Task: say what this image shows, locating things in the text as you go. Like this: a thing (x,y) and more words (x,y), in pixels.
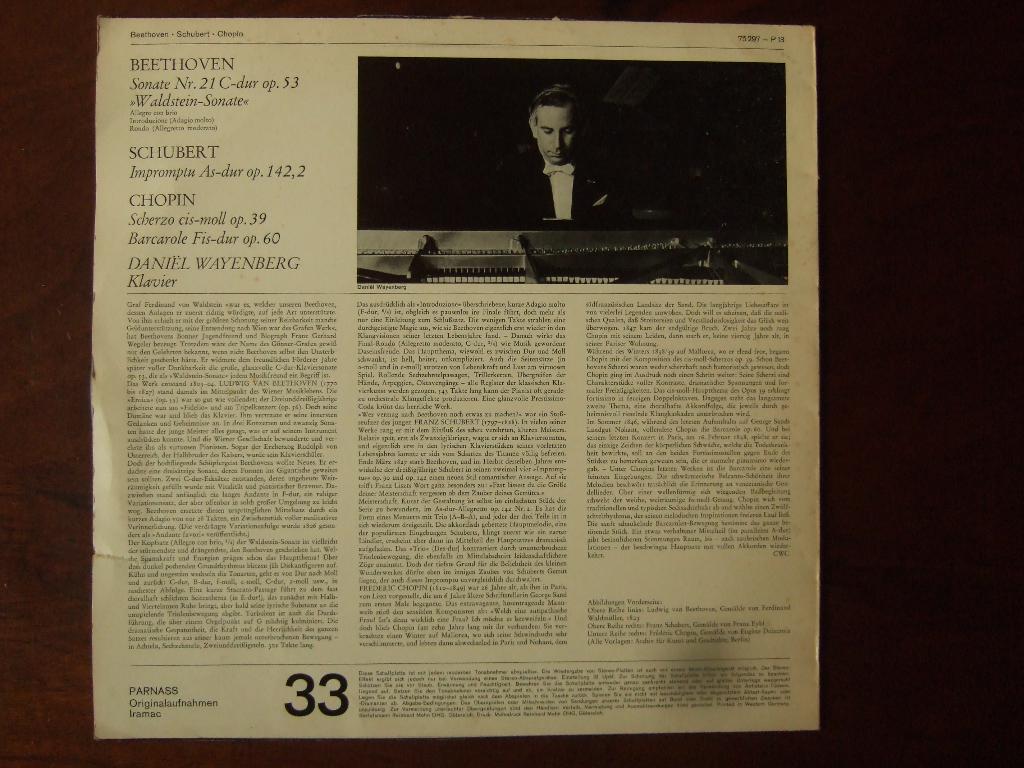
There is a paper (257,681) on a surface (1013,387). There is an image (454,85) of a person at the right top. Below that matter (417,418) is written. At the bottom (336,684) ''33'' (346,680) is written in bold font.
